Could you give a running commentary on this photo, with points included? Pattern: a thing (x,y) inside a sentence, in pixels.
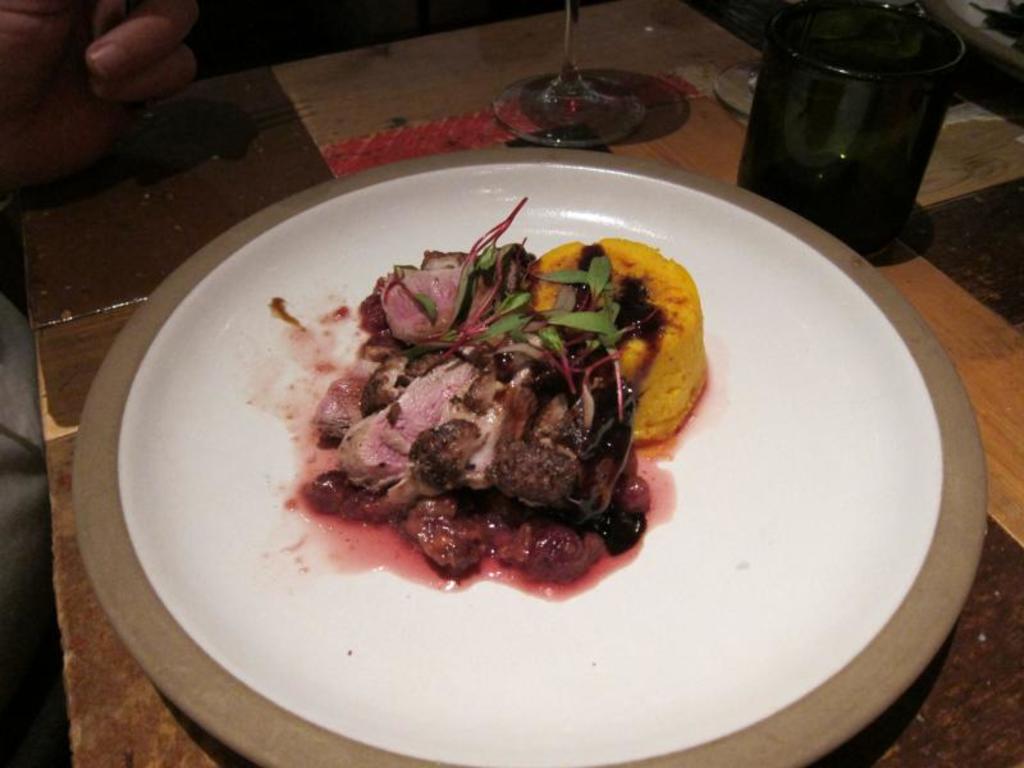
In this image we can see a food items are kept on the plate (758,682), we can see glass (595,114) and some objects (798,178) are placed on the wooden table (109,761). Here we can see a person's hand (139,68). The background of the image is dark.
